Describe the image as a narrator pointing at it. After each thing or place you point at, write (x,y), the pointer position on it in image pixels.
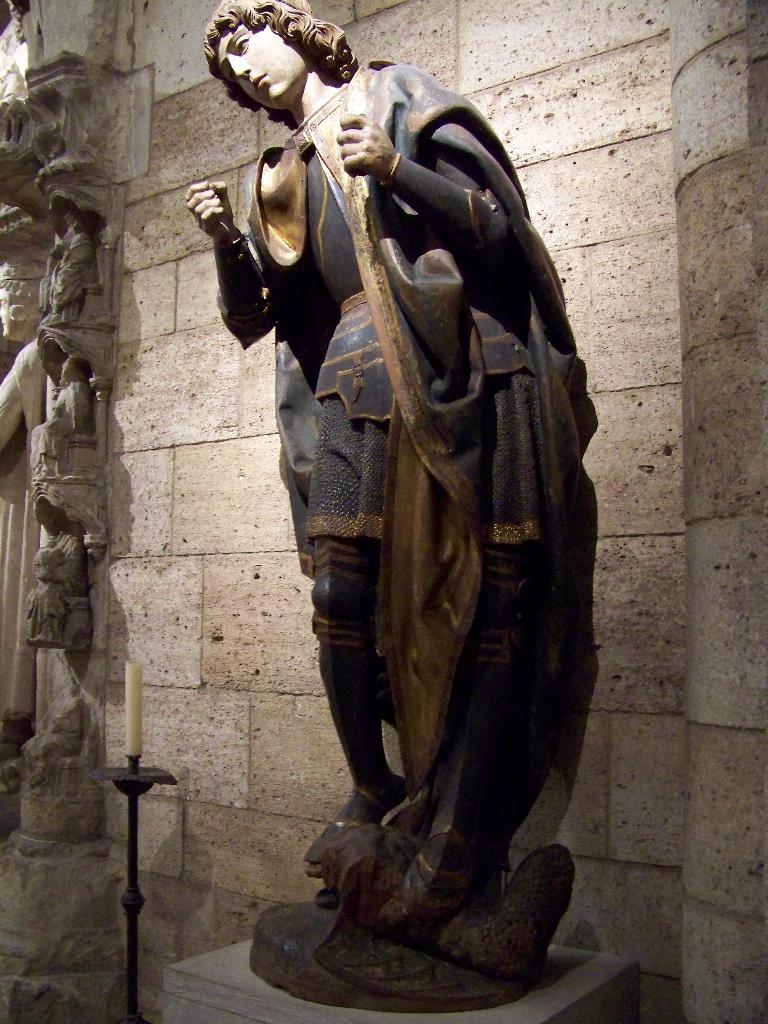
We can see sculpture (389,953) on platform (545,996) and candle (136,689) with stand (137,817), behind this sculpture (375,282) we can see wall (143,523) and statues (62,472).
